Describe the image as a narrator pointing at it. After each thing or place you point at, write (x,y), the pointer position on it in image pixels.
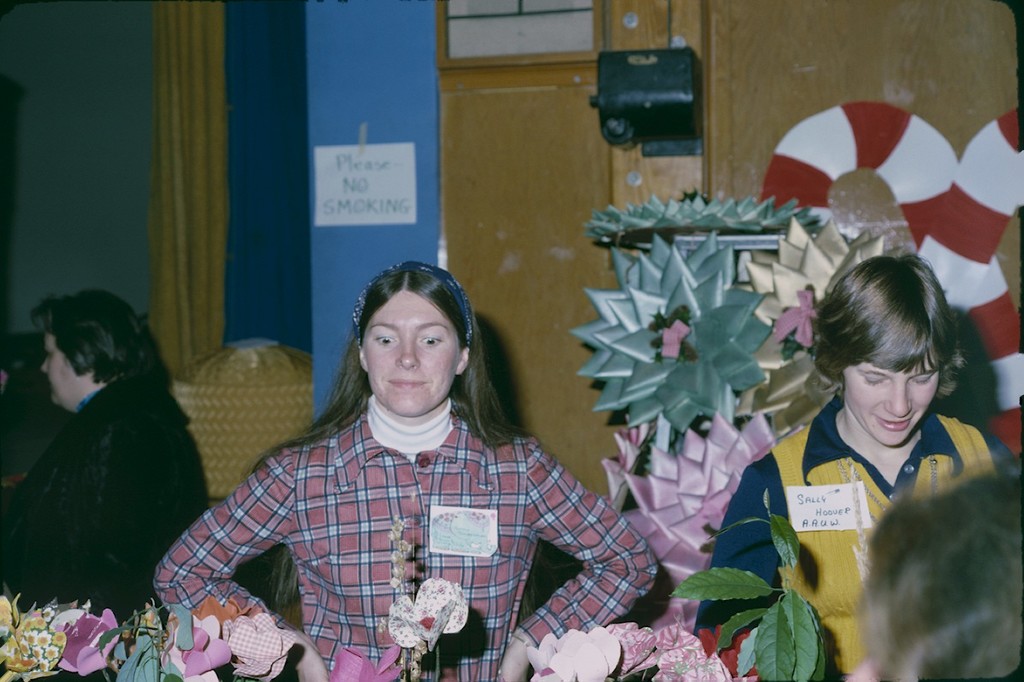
In the picture we can see few women (343,605) are standing and working and there are some paper flowers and bows (668,546) and in the background (591,267), we can see a wall (584,279) with some curtain (178,270), and pillar (321,239) with some note (326,208) to it.
